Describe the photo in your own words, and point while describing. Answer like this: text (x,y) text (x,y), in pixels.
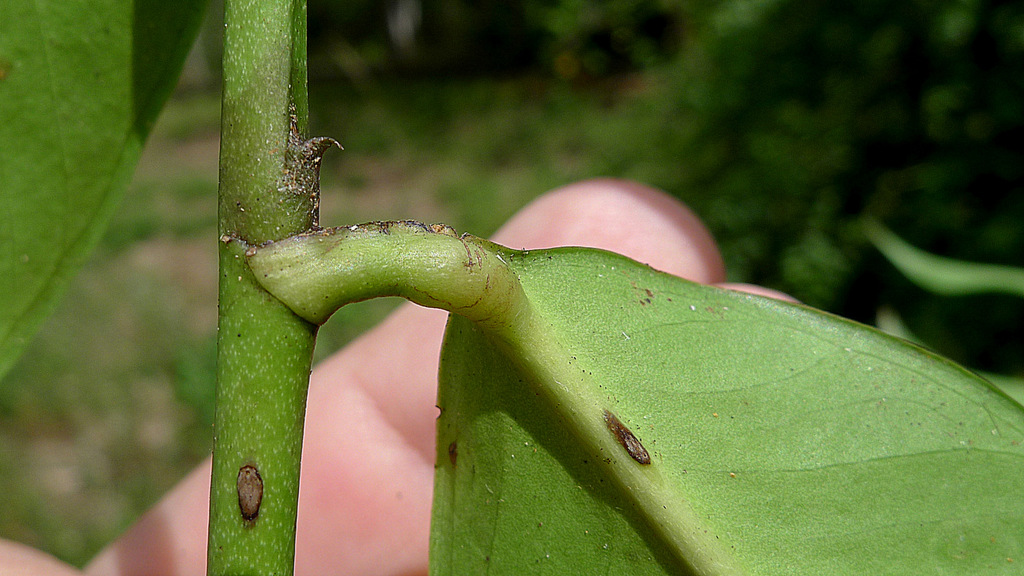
In this image we can see a leaf (899,545) and a stem (247,74) which are in green color. In the background of the image (889,94) is in a blur.
